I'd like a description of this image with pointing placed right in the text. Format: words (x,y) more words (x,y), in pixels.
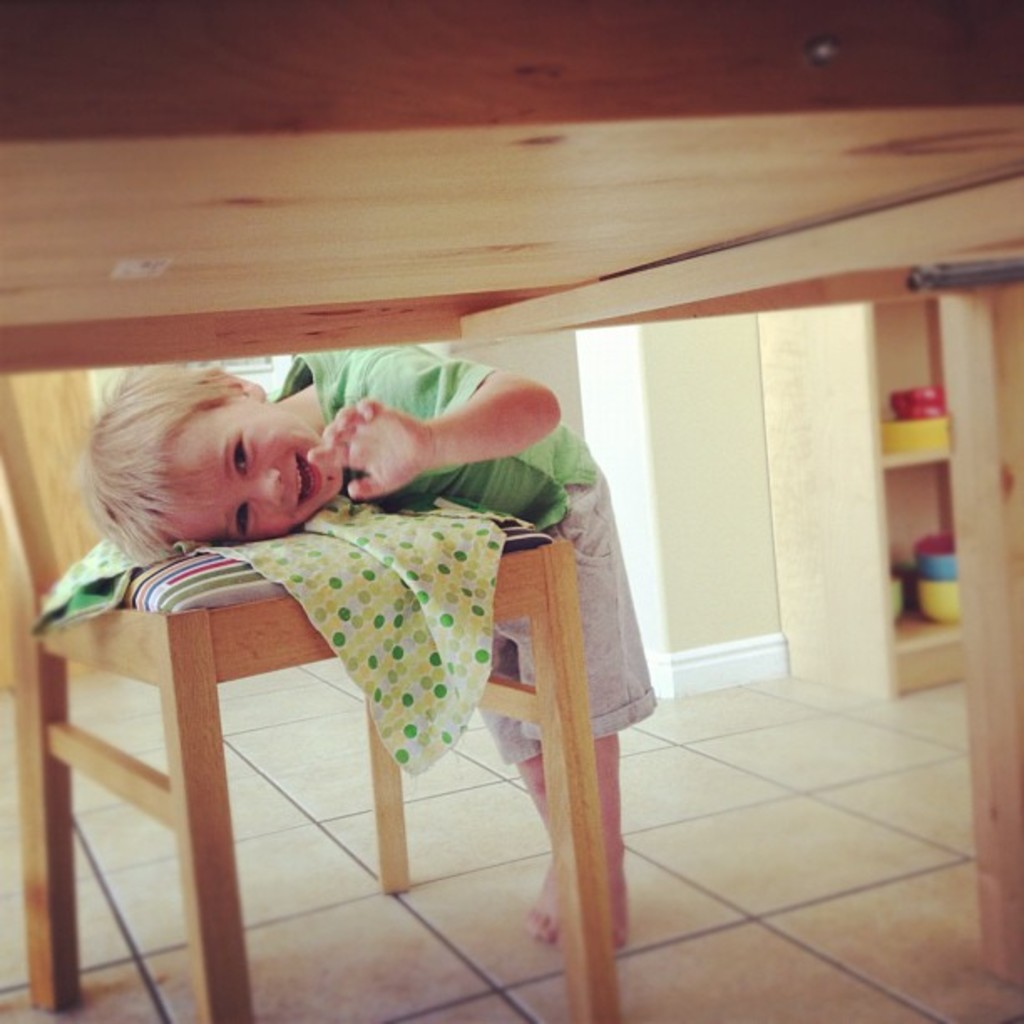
In this picture, we see a boy (400,392) in green t-shirt (390,396) is lying on chair (190,584) and on top of the picture (290,52) we see a brown table (606,138) and on background (702,442), we see a white wall (728,465) and a cupboard (948,510) with blue and yellow bowls (938,579) are placed in it.
